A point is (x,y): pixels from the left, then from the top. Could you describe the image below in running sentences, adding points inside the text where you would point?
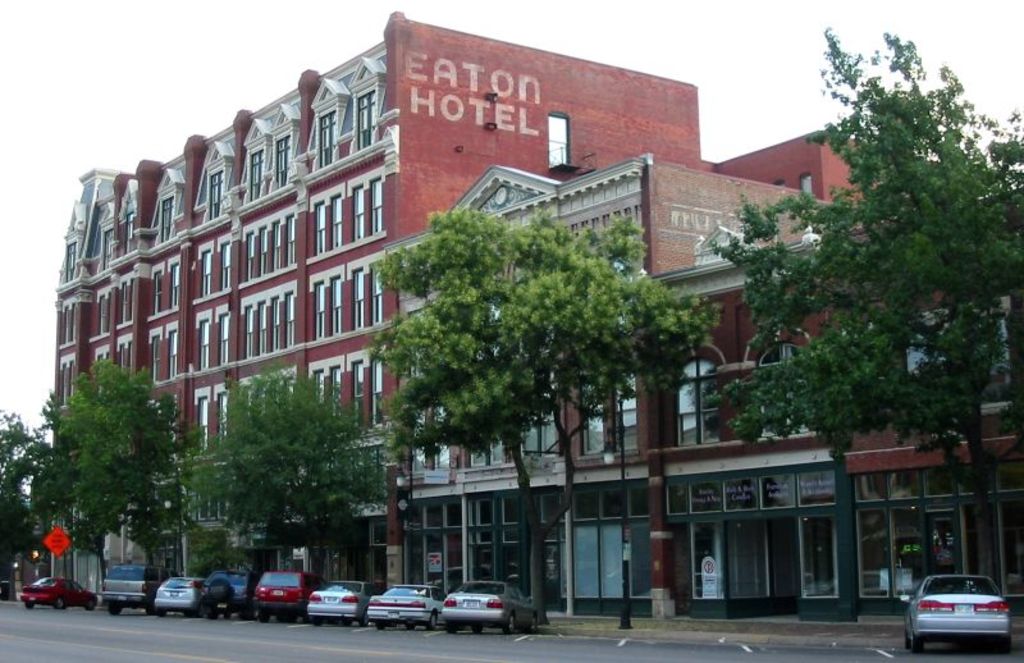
In this image we can see some buildings (560,149), windows (899,541), vehicles (118,588) on the road (789,653), sign board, pole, also we can see some trees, and the sky (585,28).
